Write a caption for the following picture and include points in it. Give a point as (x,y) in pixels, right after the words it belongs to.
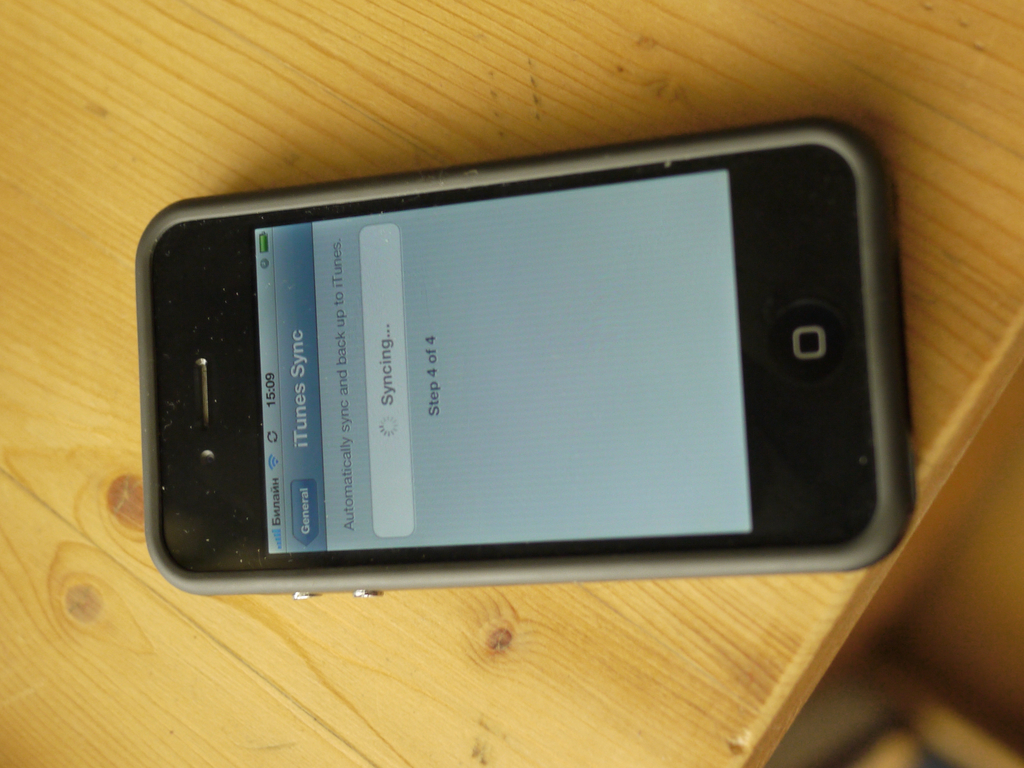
In this image I can see there is a table (451,110), on the table (931,296) there is a cell phone (482,302). And at the side, it looks like a blur.
